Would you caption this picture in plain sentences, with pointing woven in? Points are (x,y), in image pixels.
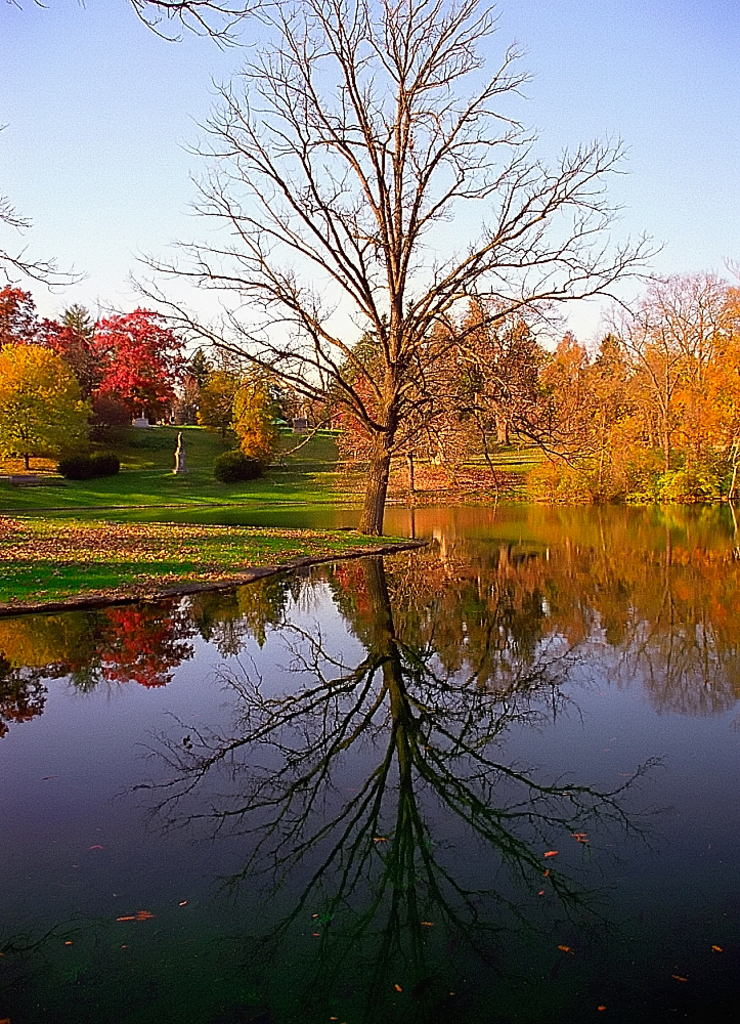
This image is taken outdoors. At the top of the image (214,141) there is the sky (607,227). At the bottom of the image (344,892) there is a pond (352,665) with water (520,582). In the middle of the image (444,488) there is a ground (94,562) with grass (122,480) on it and there are many trees (639,407) and plants (688,484) with stems (393,395), branches (263,261) and leaves (186,379) on the ground (284,432).
